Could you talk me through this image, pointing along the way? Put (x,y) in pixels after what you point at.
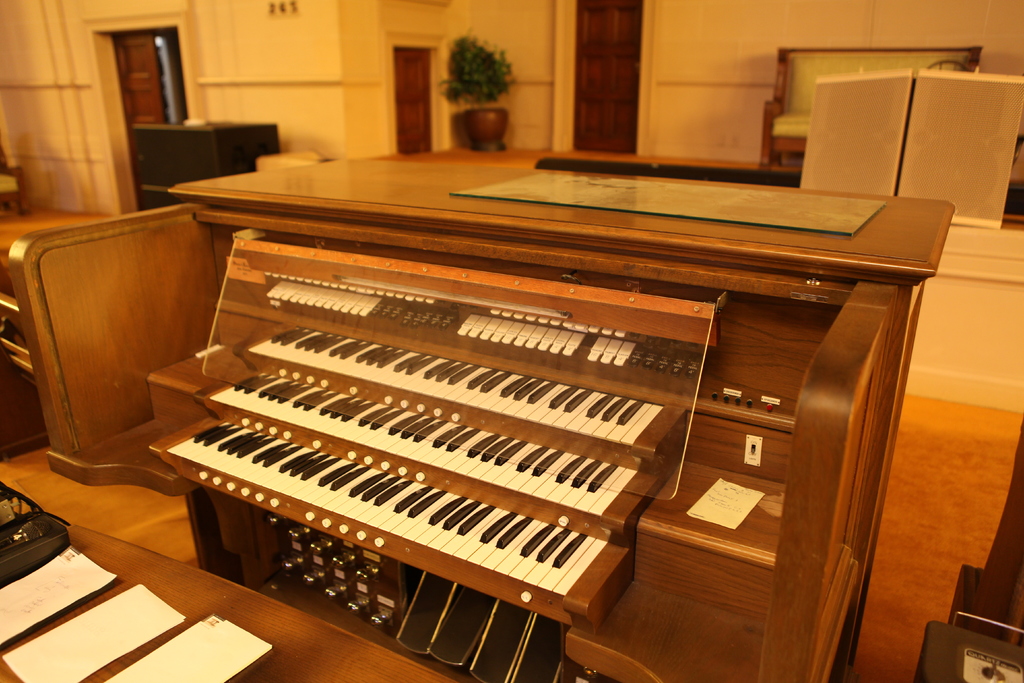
In this picture, we see a table (133,652) and a musical instrument (554,390) which looks like a keyboard (240,484). At the bottom (191,596), we see the table (199,595) on which papers (195,664) are placed. On the right side (974,352), we see a cream platform (978,334) on which speakers (927,180) are placed. In the background (380,109), we see a black cupboard (262,135), wall (206,46), flower pot (460,88), door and a sofa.
